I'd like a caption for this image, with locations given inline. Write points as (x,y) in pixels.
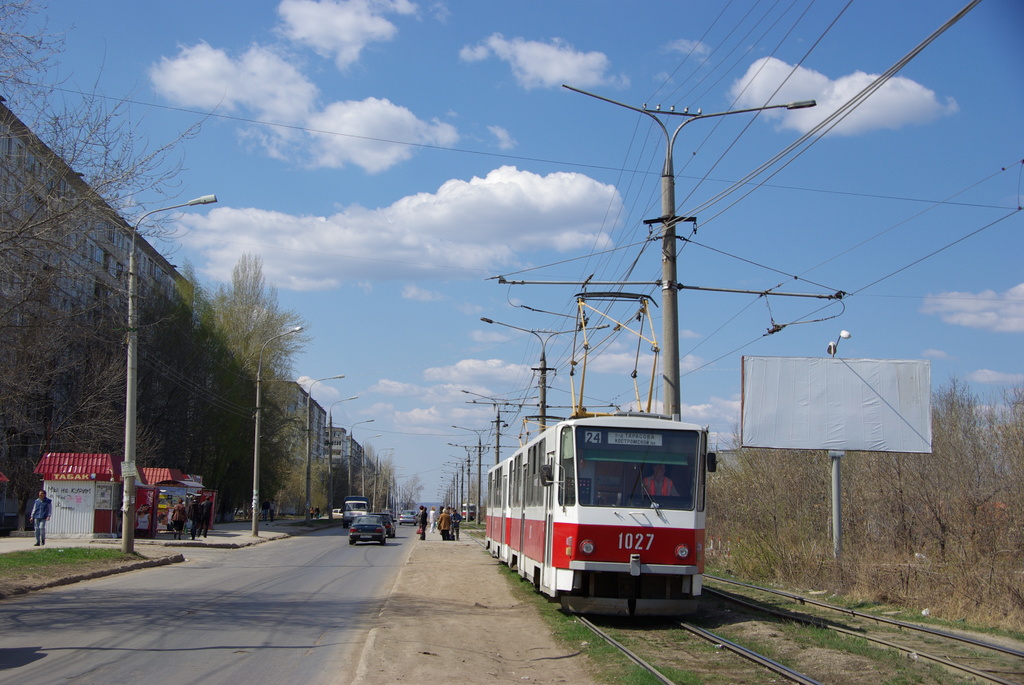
In this image we can see a locomotive (568,510) on the track (716,637). We can also see a person (658,490) from a window (661,508), some grass (625,673), a group of trees (818,461), some people (446,533) standing on the pathway (486,636), a board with a pole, wires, street poles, a group of buildings (311,470) and the sky (347,340) which looks cloudy.
